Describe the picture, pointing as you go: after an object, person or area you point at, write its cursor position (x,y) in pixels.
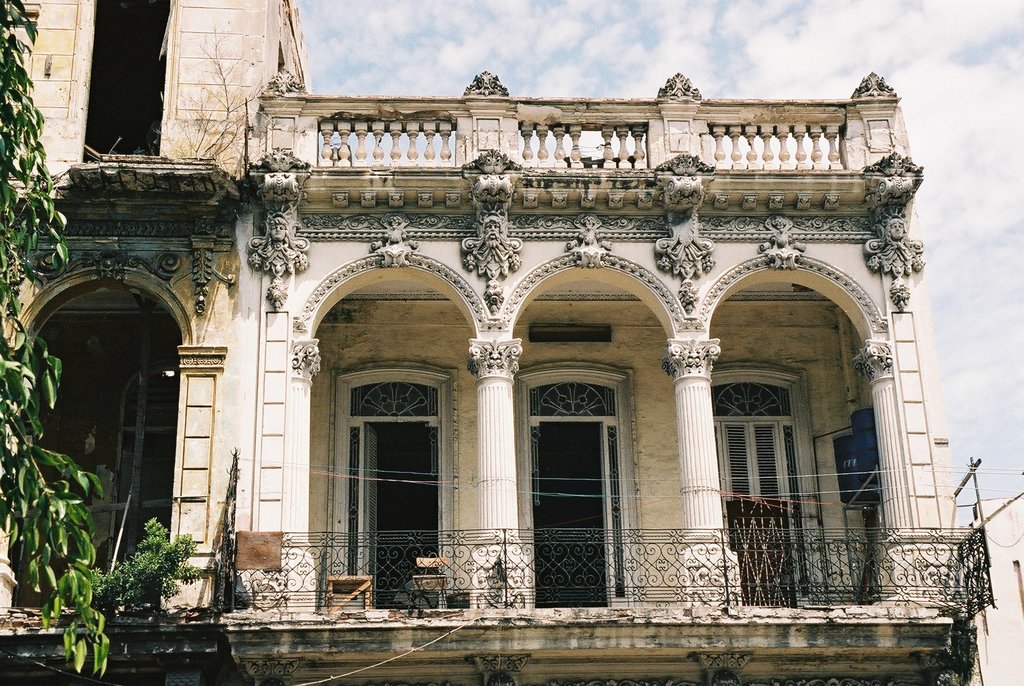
In this image we can see a building (579,313) with pillars (497,478), windows (599,389) and doors (421,509). We can also see a stool (358,580), carpet (278,553), drums (864,437) inside it. On the left side (88,582) we can see a plant (120,582) and the branches (77,592) of a tree (34,570). On the backside (739,69) we can see the sky (824,32) which looks cloudy.
